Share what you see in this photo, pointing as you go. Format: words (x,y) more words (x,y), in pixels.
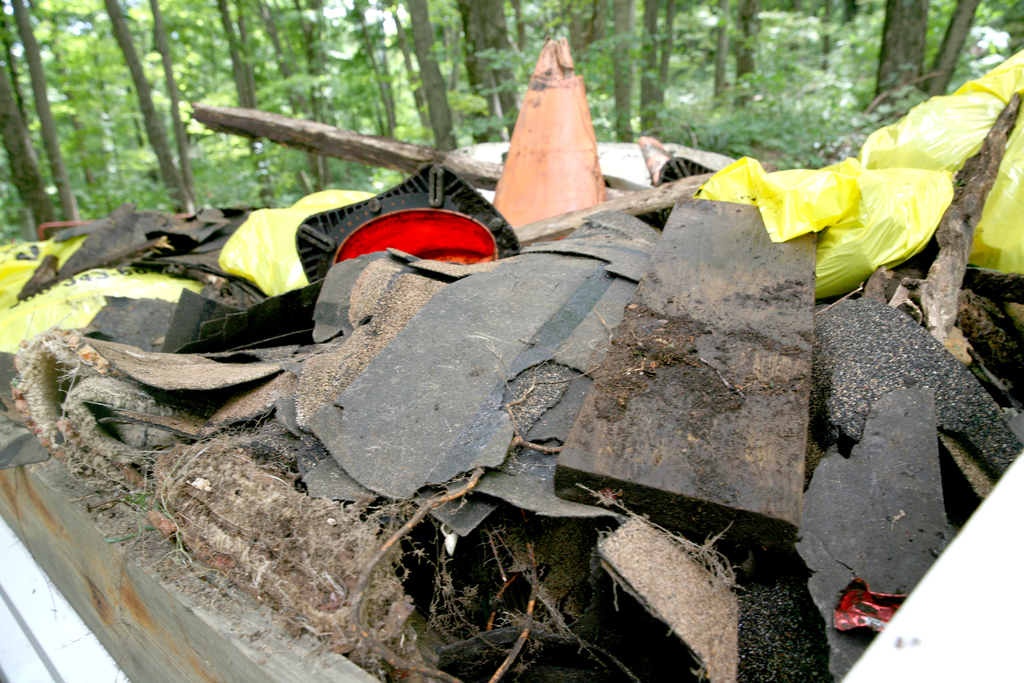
In this picture I can see there is a garbage (448,394) here and there are trees (387,123) in the backdrop (387,123).
